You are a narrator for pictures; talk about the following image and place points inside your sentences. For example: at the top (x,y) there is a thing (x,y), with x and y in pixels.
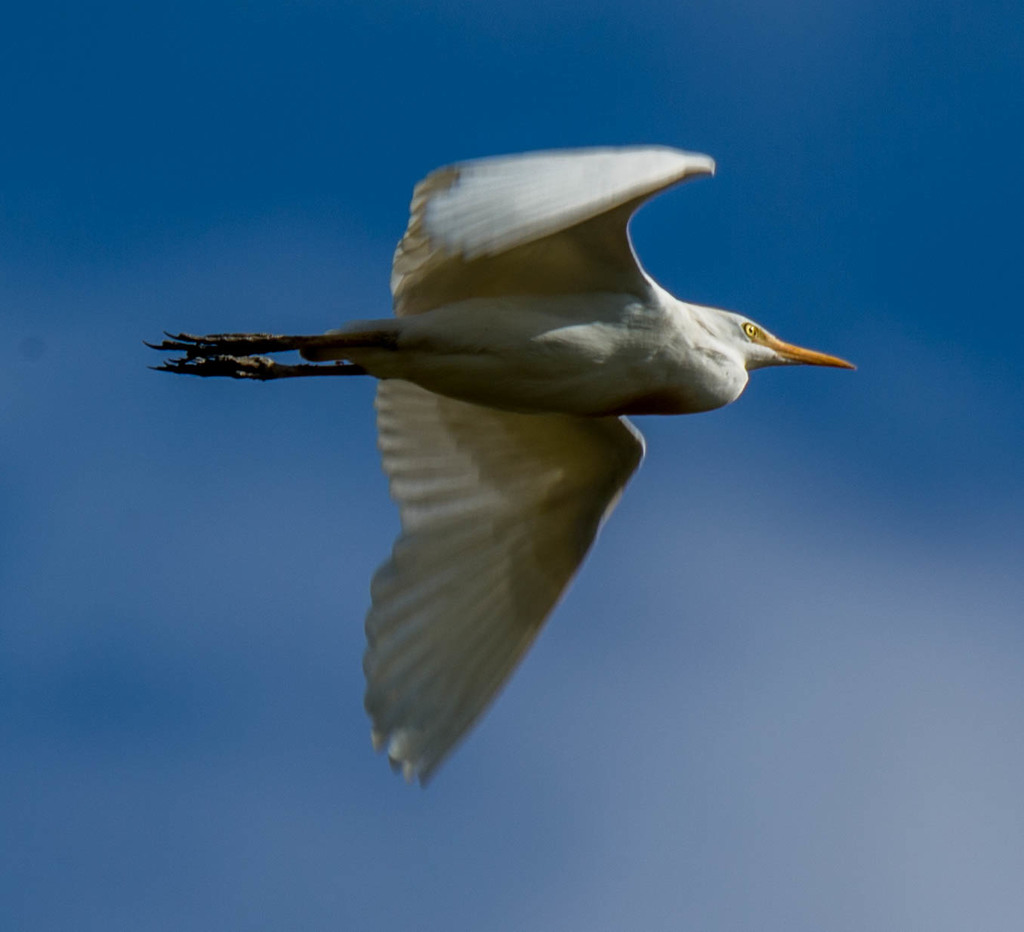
In this picture, we see the bird (534,400) is flying in the sky (750,568). This bird (538,435) is in white color and it has a long orange beak (795,351). In the background (608,610), we see the sky (888,173), which is blue in color.
